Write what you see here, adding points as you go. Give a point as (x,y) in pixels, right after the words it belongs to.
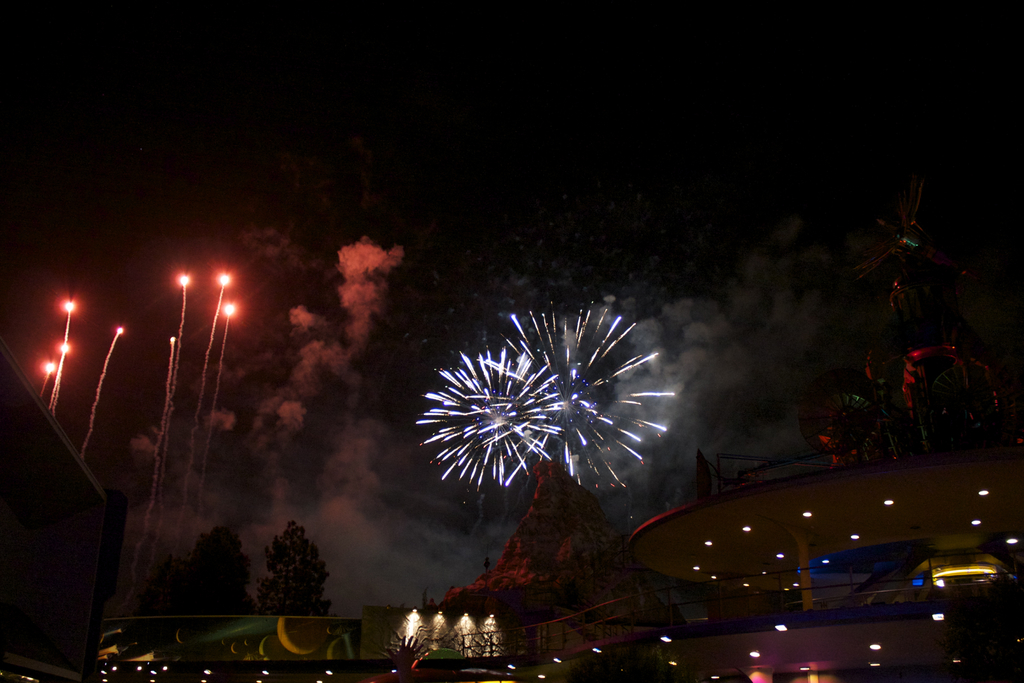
In this image there is a building (712,655), few lights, firecrackers (451,434) in the air (386,442), trees (214,590) and a small block (544,528).
